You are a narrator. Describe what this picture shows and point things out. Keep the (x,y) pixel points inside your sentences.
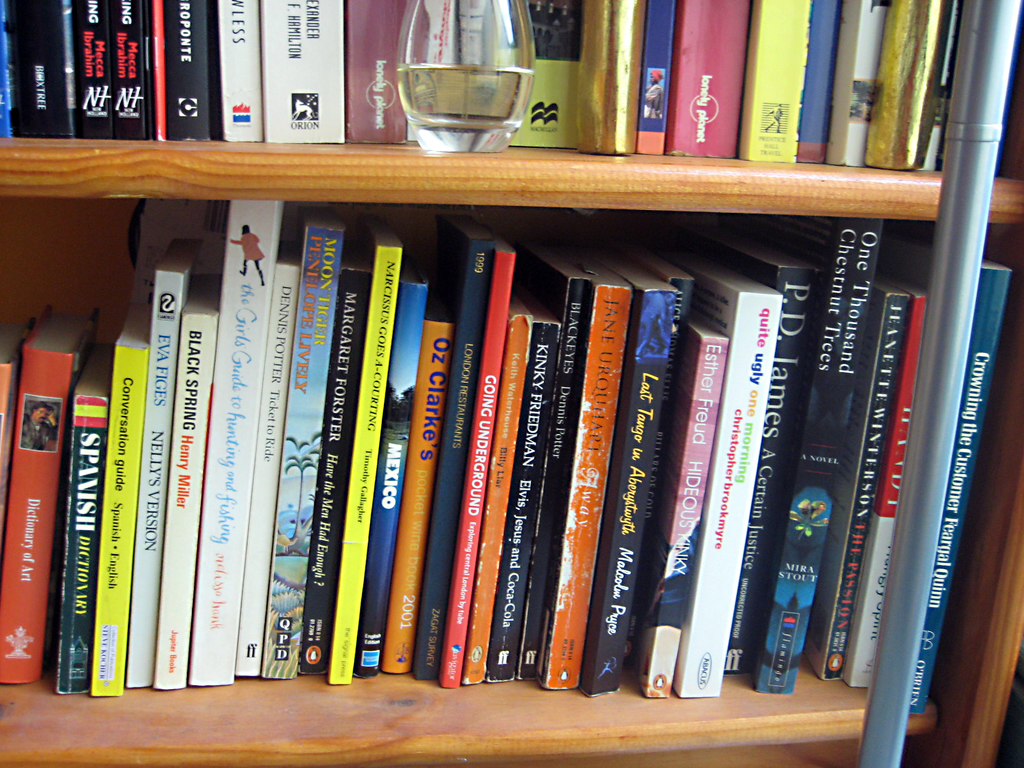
In the center of the image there is a bookshelf (823,250). There is a glass jar (422,12).
